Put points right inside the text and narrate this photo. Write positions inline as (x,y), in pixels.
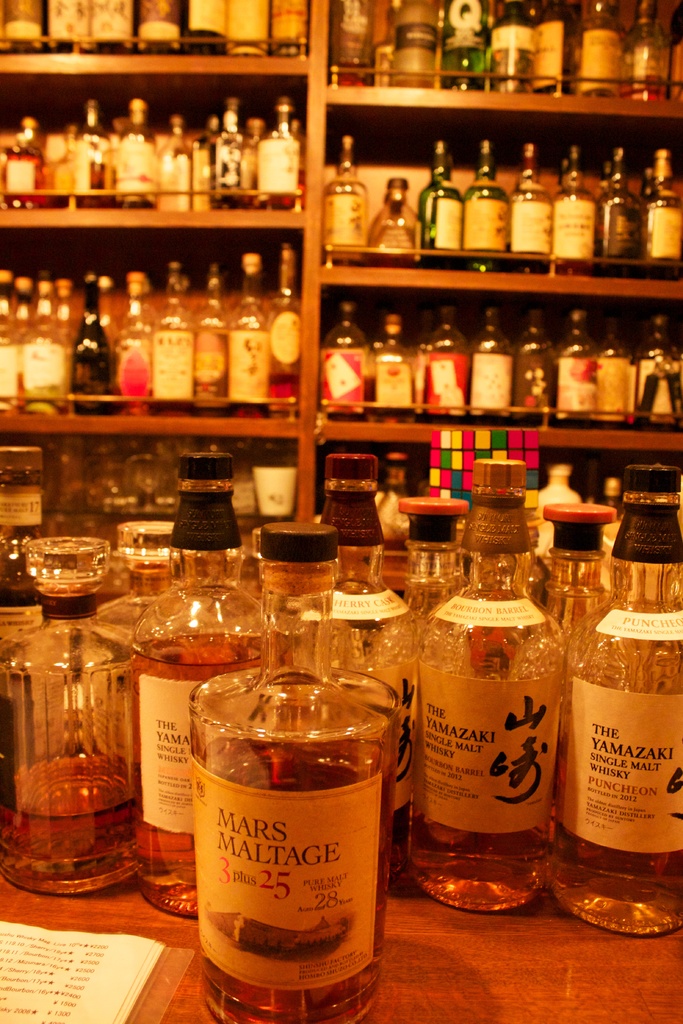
In this picture there are many bottles (299,707) and a book (51,1011) on the table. These bottles (375,802) have a label (645,766) on it. There are many bottles (256,390) which are arranged in a shelf (174,438).
